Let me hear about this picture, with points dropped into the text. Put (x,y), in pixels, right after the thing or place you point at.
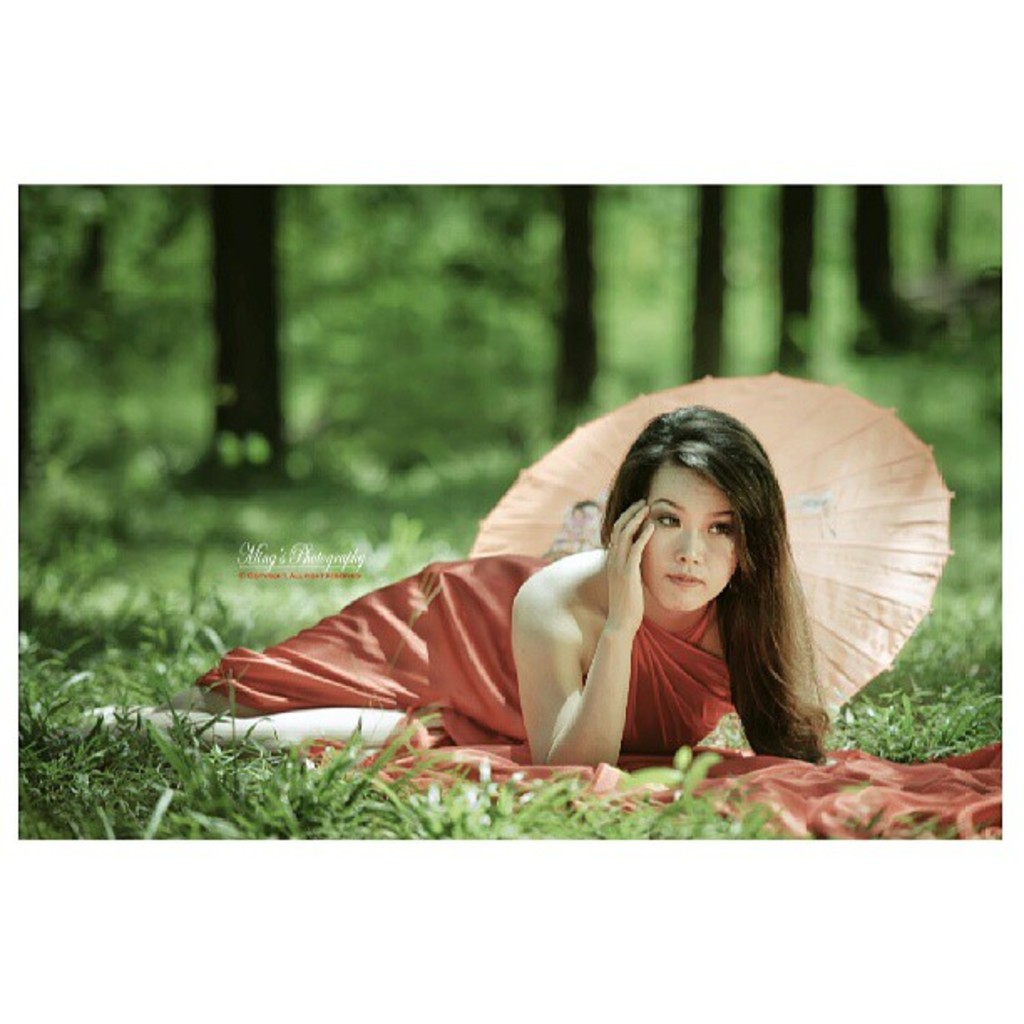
In this picture I can see a woman (427,654) lying on the grass (88,675). I can see an umbrella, and in the background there are tree trunks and there is a watermark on the image.
